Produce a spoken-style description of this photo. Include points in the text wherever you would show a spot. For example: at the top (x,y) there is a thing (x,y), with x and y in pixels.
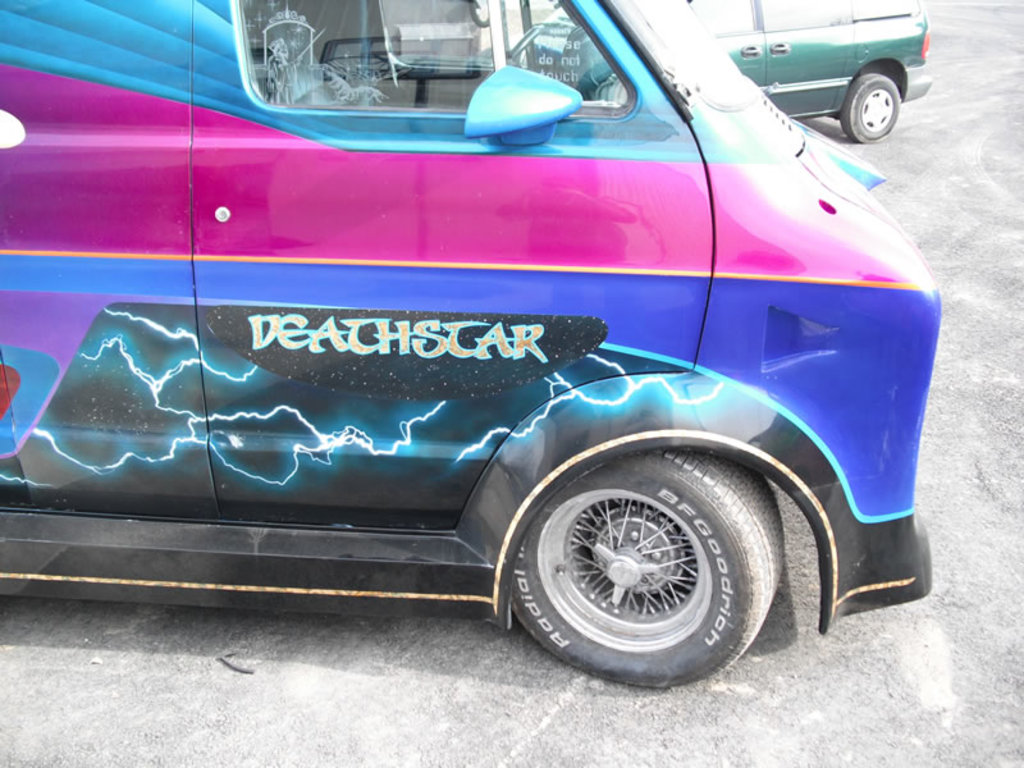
In this picture we can see few vehicles (717,286) on the road (926,200) and we can find some text (362,350) on the car door (355,337).
